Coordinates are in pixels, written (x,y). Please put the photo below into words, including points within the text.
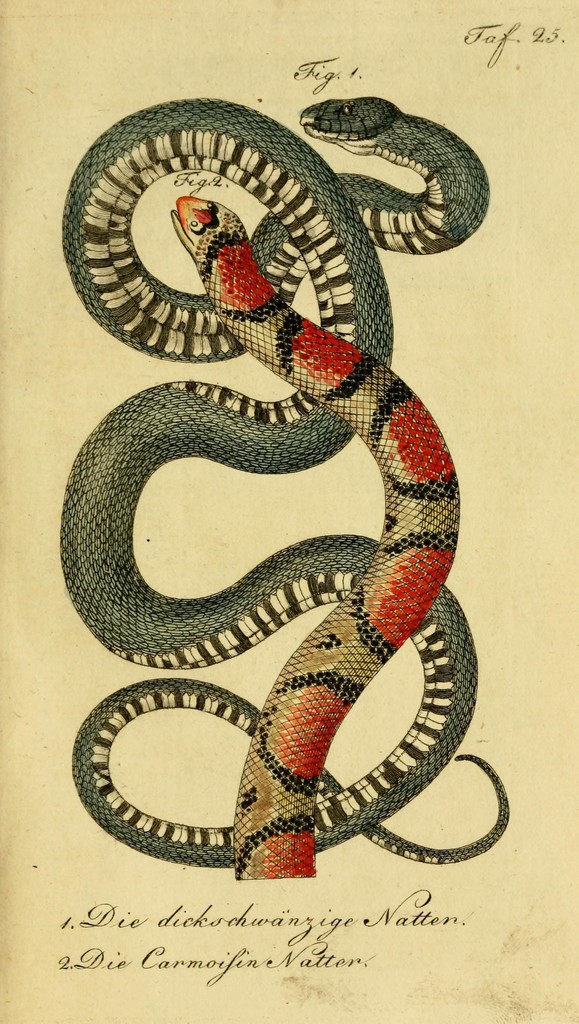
In this image we can see a paper (25,709) and on the paper (237,450) we can see the depiction of snakes (306,409). We can also see the text (447,921).
